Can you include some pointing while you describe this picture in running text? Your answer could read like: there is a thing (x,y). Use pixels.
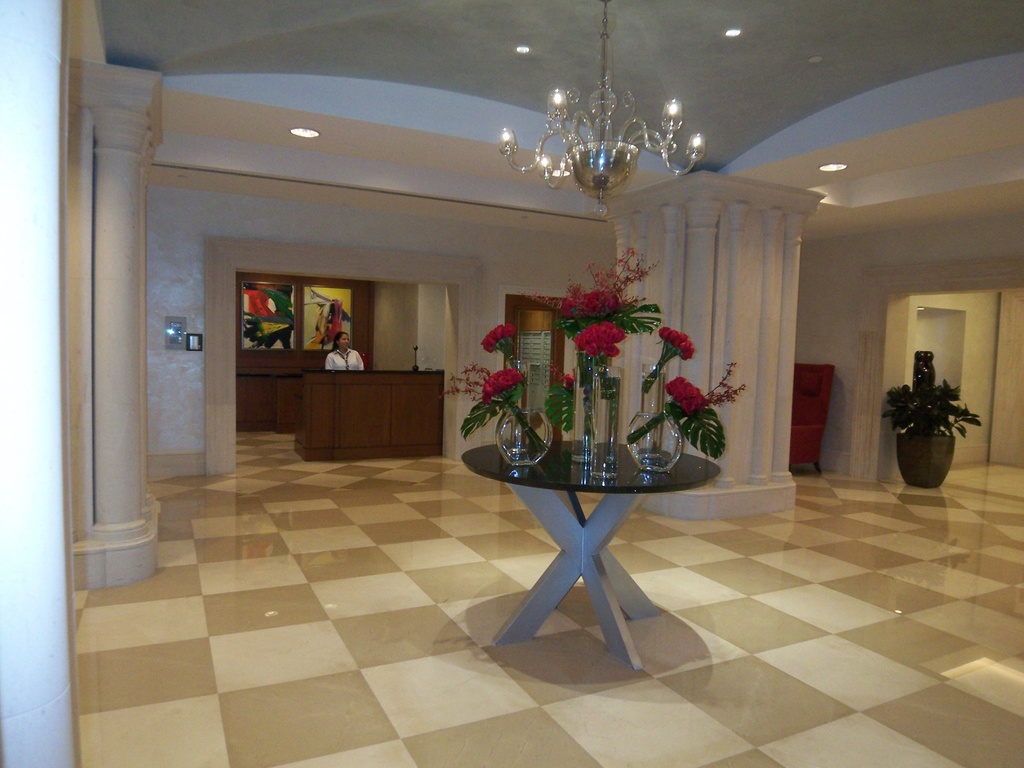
In this picture we can see a room (643,467) which consisting of table (561,485), there are some glass bowls (542,444) on the table (544,469) and some bunch of flowers (510,390) on bowls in the background (354,356) we can see a woman (342,345) standing at a desk (358,374) and also we can see some lamp (604,144) here on the right side of the picture (934,423) we can see a plant (920,420).
